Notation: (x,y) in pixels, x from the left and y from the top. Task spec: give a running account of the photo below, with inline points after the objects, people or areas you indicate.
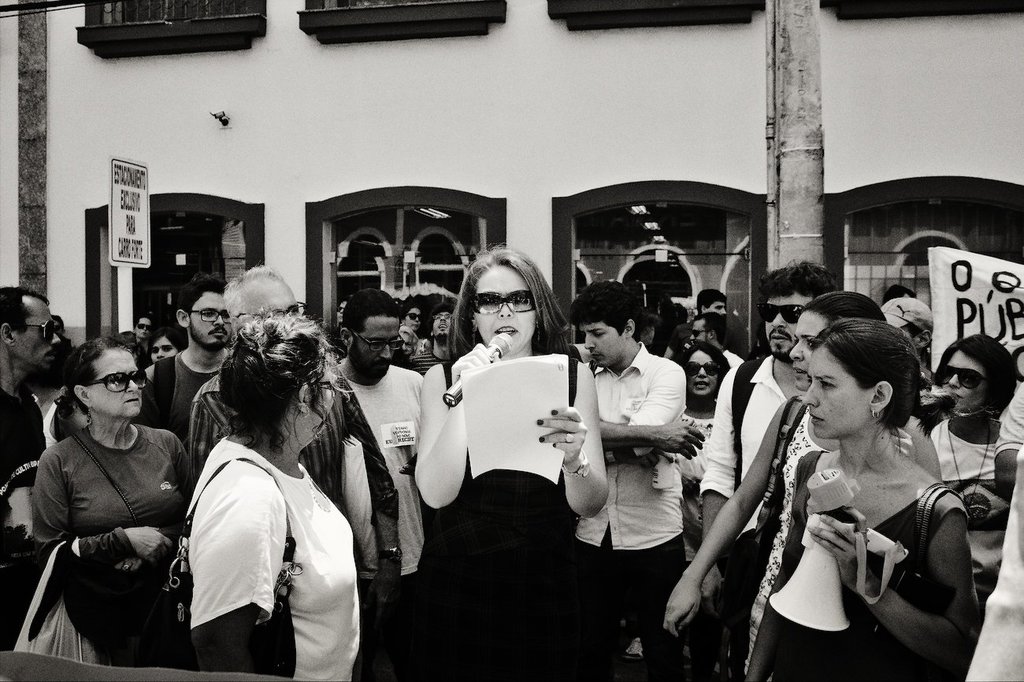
In the image there are many people (773,384). There are few people (823,400) with goggles (774,315), bags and some other things (831,595). On the right side of the image (978,319) there is a banner (983,303) with some text (957,279) on it. And also there is a sign board (121,239) and a pole (126,282). In the background (133,144) there is a wall (467,74) with glass windows (107,236). There is a lady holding a megaphone (841,488) in her hand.
